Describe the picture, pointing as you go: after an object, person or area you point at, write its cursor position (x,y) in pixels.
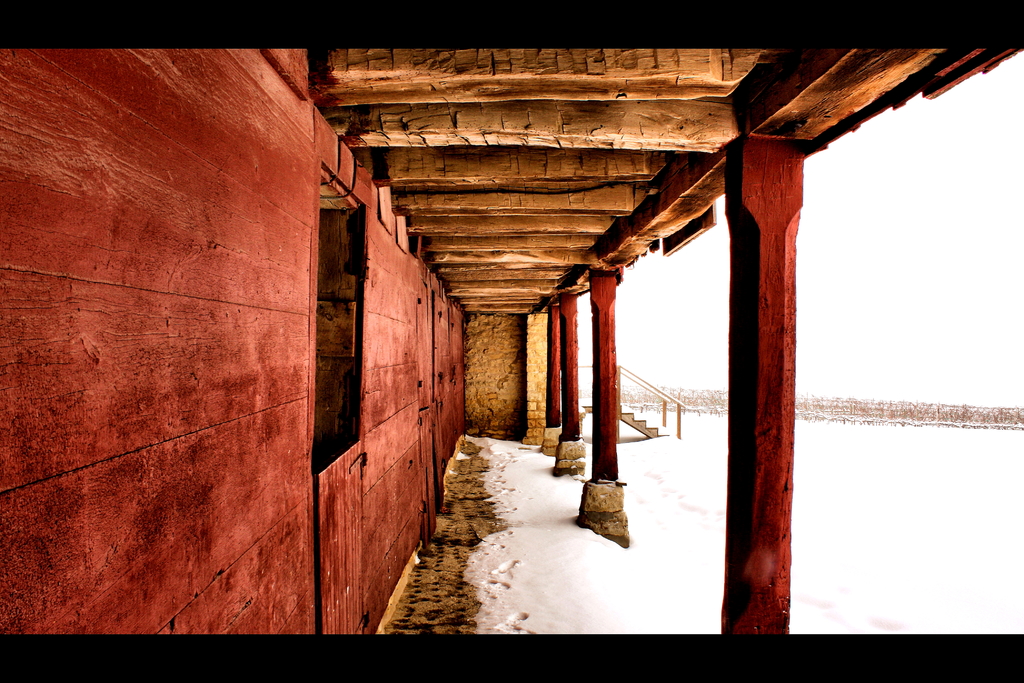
In this picture we can see pillars (552,324), wall (415,298), steps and in the background (663,455) we can see snow (928,482).
